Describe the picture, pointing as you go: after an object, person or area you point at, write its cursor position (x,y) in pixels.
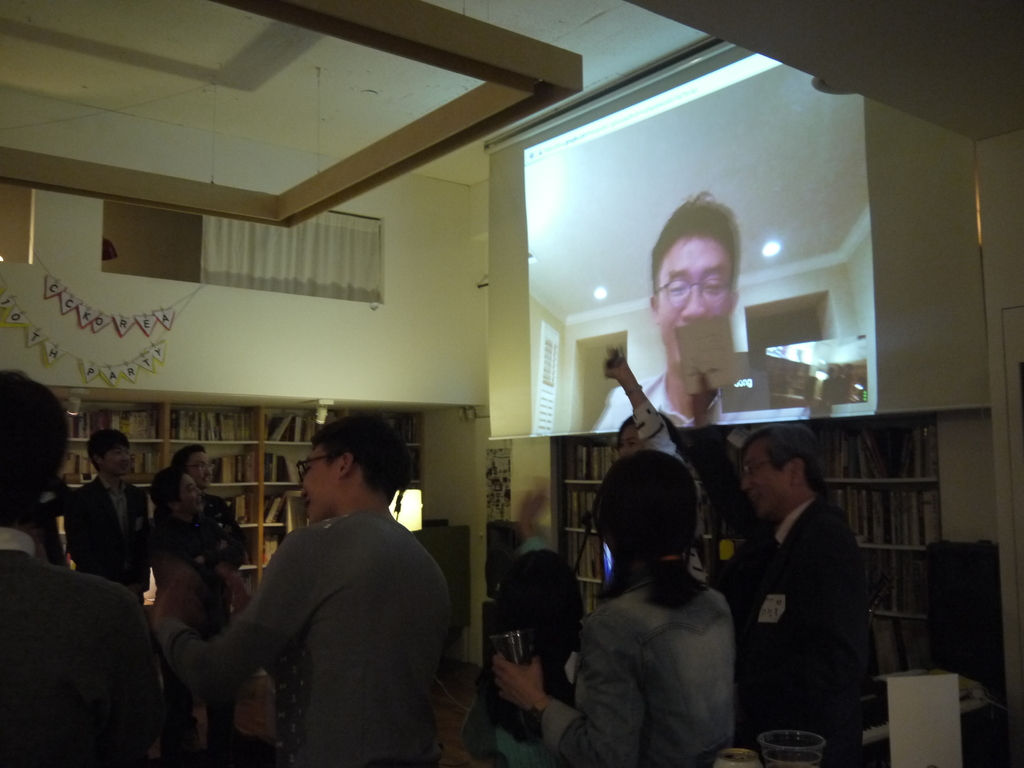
There is a lady (713,756) holding a glass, some objects (918,721) and people (54,763) in the foreground area of the image (678,590), there are bookshelves (422,427), windows (161,233), screen (551,311), posters (498,462) and other objects (445,538) in the background (488,507).
